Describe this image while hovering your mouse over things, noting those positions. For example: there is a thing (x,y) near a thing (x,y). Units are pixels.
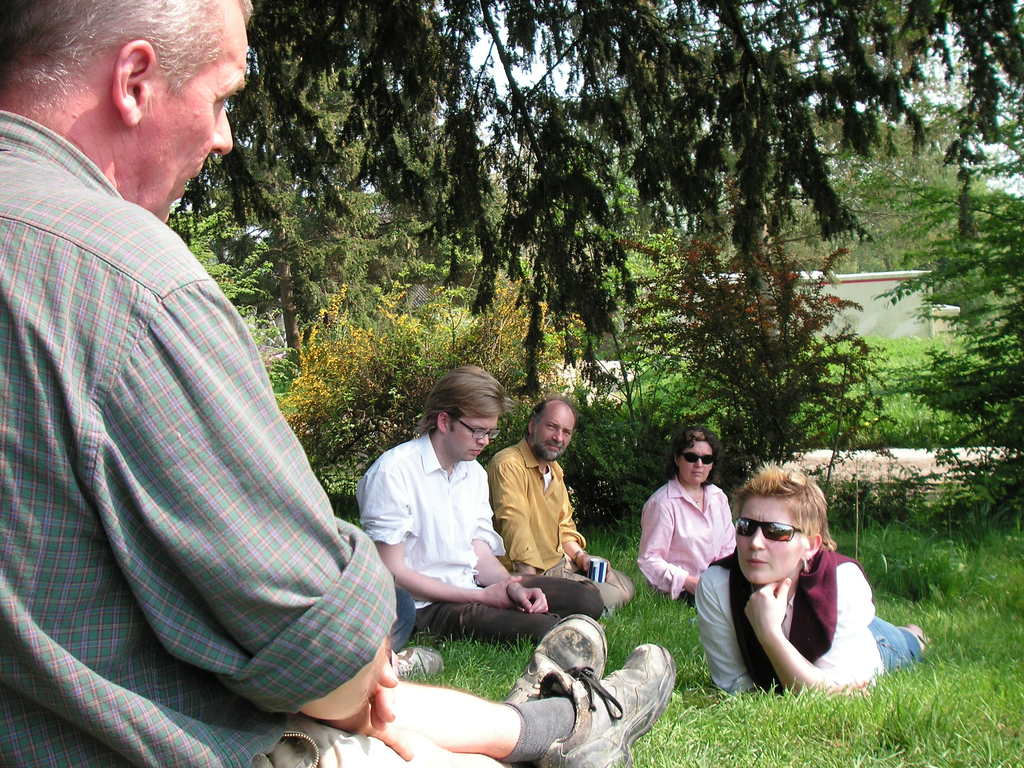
This picture describes about group of people (338,529), few people (407,484) sitting on the grass (492,651) and a woman (771,583) is lying, in the background (367,454) we can see few trees (639,312).
